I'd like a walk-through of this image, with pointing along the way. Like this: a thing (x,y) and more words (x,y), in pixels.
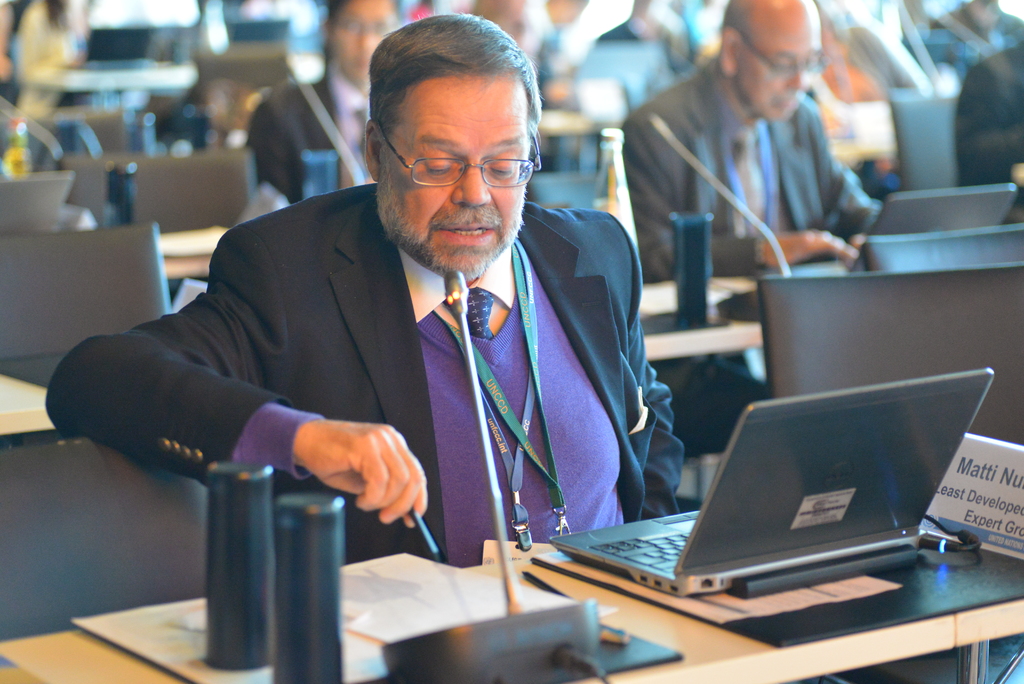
In this image we can see a person (173,405) sitting on a chair (185,488) and he is speaking on a microphone (464,303). This is a table (700,645) where a laptop (745,576) is kept on it. In the background (810,137) we can see a few people (638,21) who are working on a laptop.
